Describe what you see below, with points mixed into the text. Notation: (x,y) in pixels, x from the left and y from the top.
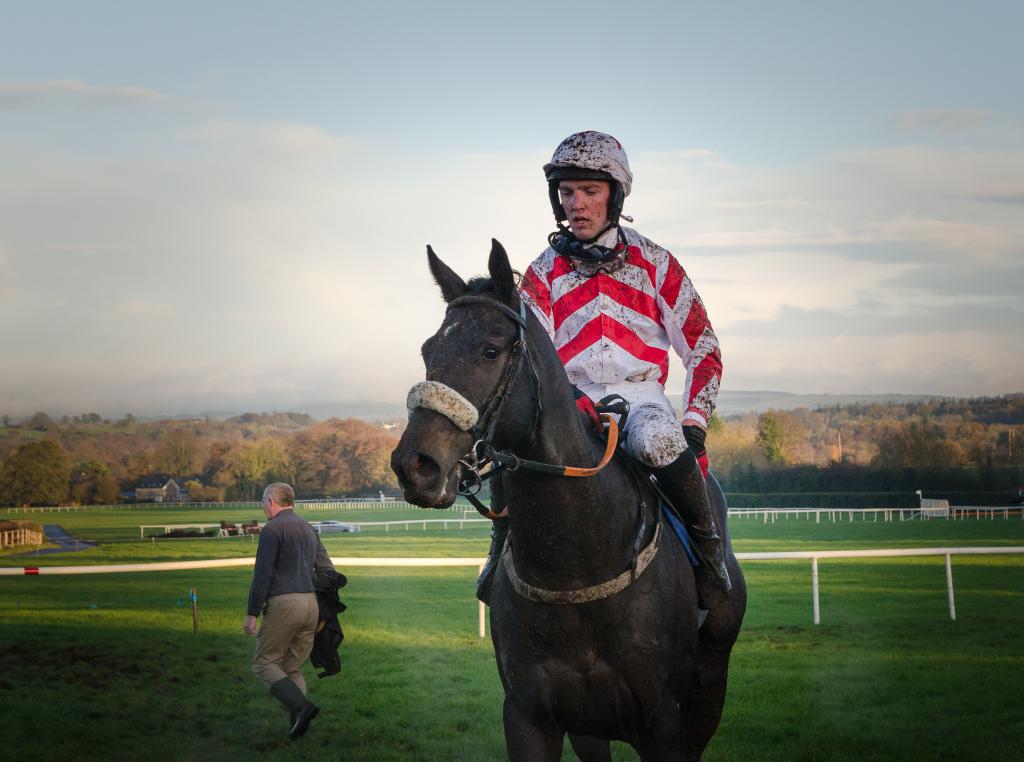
There are two people (638,292). In the center (623,274) person (650,367) is sitting on a horse (655,608). On the left side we have a another person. He's walking like slowly. We can see in the background (410,304) there is a tree (746,441) and sky (221,352).
